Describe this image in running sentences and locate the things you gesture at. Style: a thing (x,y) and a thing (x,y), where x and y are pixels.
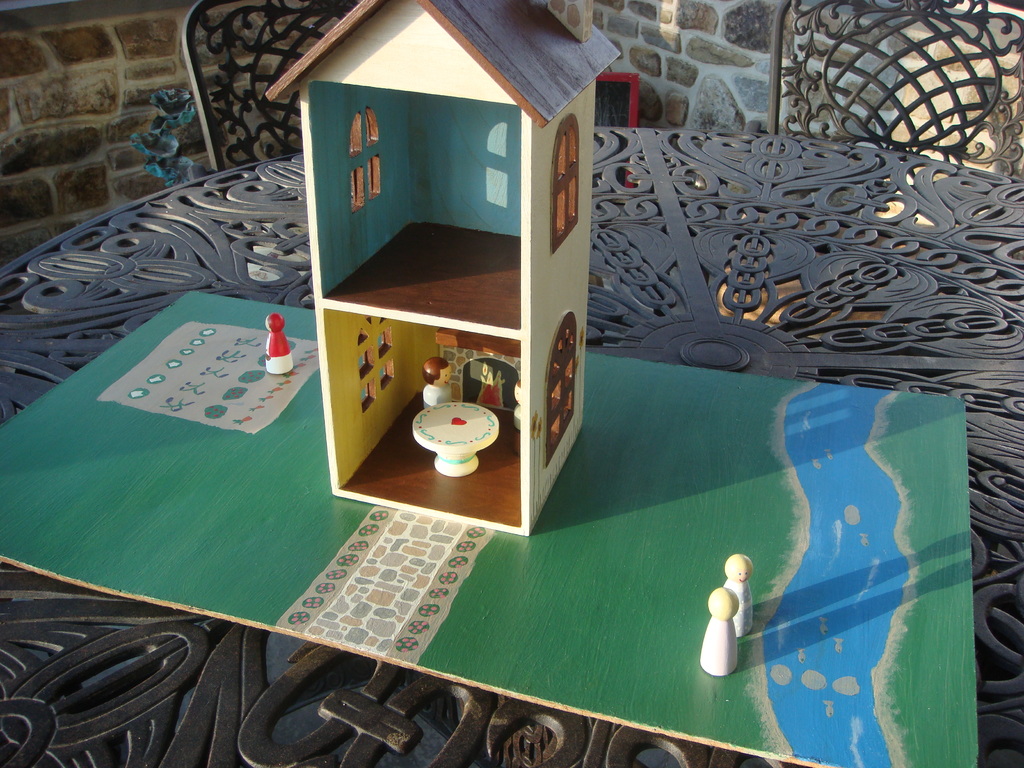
In this picture we can see toy house (392,2) on the table (728,241). We can see chairs (329,9). On the background (95,116) we can see wall (93,112).
